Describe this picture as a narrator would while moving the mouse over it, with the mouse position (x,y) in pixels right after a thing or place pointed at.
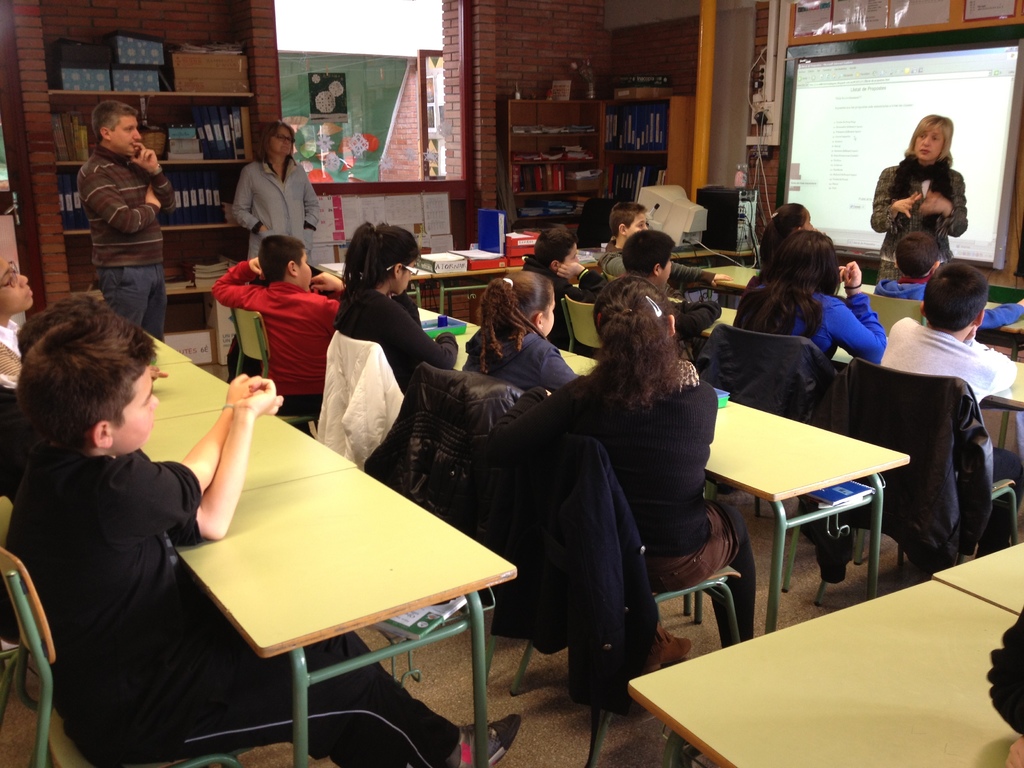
There are few children (610,377) sitting on the chairs (870,375). These are the tables (343,515). I can see books (442,614) under the tables (821,517). I think these are the jackets (488,401) hanging on the chair (964,381). There are two people (269,207) standing and one woman (893,184) standing and talking. This is a table (481,271) with books (476,259), computer (678,206) and CPU (717,211) placed on it. This is the screen (936,113) attached to the wall (976,29). These are the files (177,173) and some other objects (148,63) placed in the rack (194,231). Here is another shelf (594,180) with some books (554,184) and files (636,140). I can see some papers (861,16) attached to the wall (786,34). This looks like a socket (768,105). Here I can see a green color banner (360,131) hanging outside the room (380,194).
